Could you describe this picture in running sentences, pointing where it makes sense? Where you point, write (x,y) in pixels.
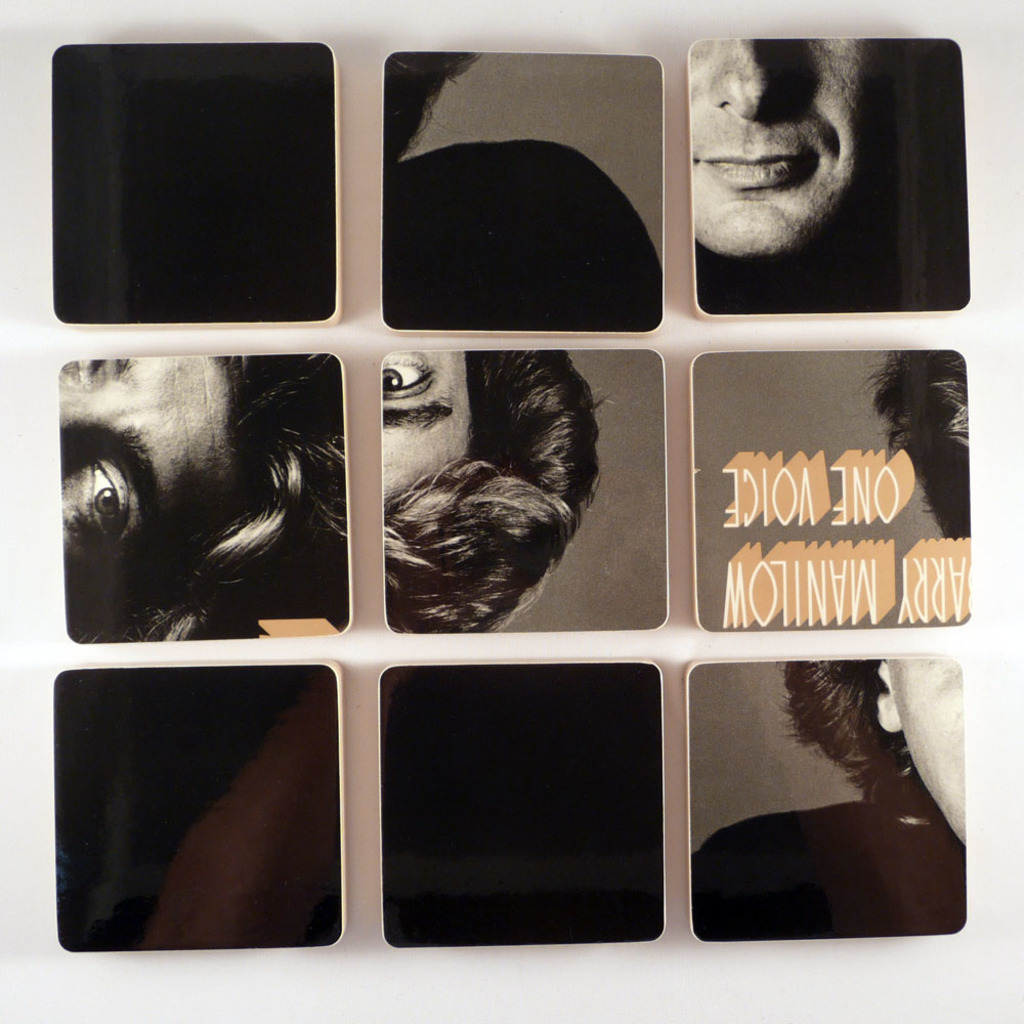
This image looks like an edited photo, in which I can see a person's face (822,72) and a text (742,499).
